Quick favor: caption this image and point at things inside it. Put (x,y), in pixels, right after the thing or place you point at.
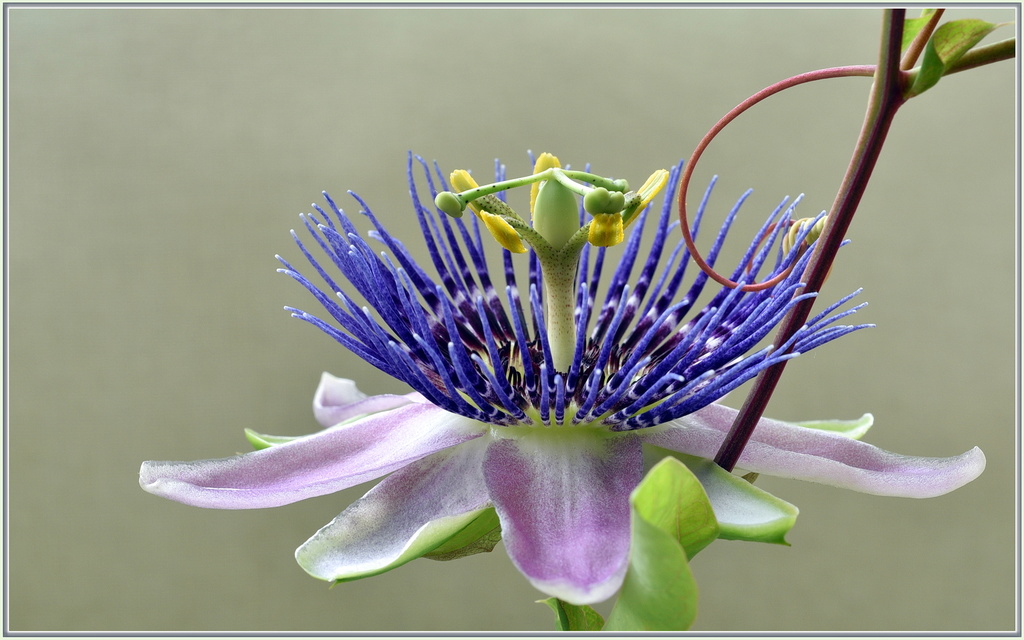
In the center of the image (576,341) there is a flower (534,491).
